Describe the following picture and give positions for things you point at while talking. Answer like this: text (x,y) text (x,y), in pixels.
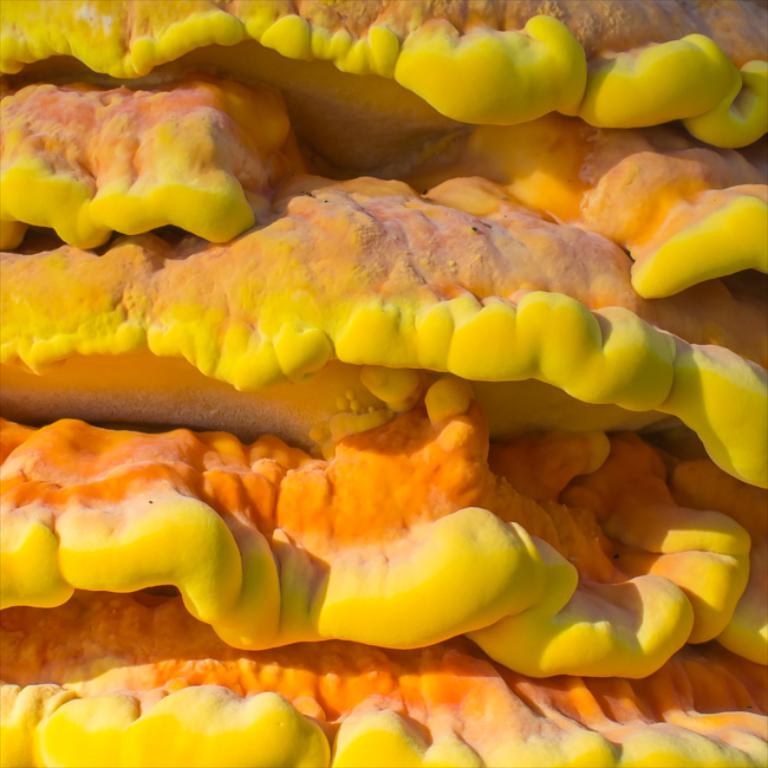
In this image I can see an object (554,85). It is yellow and orange.
